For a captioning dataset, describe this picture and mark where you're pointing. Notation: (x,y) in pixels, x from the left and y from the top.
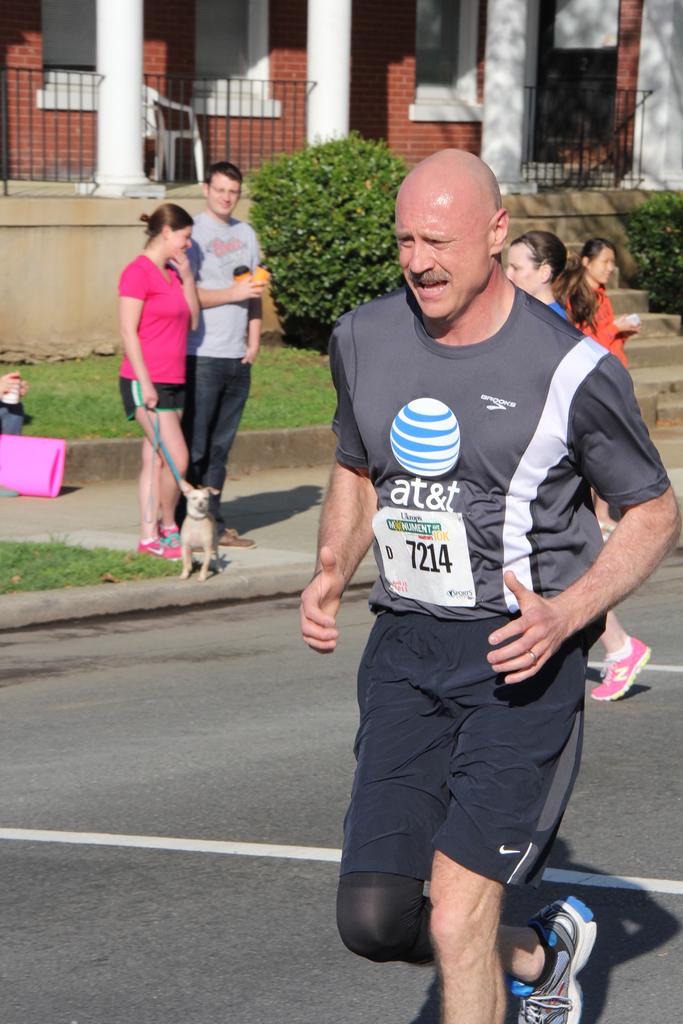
In this image we can see a man (497,760) is running on the road (373,1016). In the background (63,413) we can see few persons (159,522), dog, grass (104,362) on the ground (45,428), railing (156,165), plants (264,226), pillars (133,117), wall (189,74), windows (205,16) and objects (601,77).
